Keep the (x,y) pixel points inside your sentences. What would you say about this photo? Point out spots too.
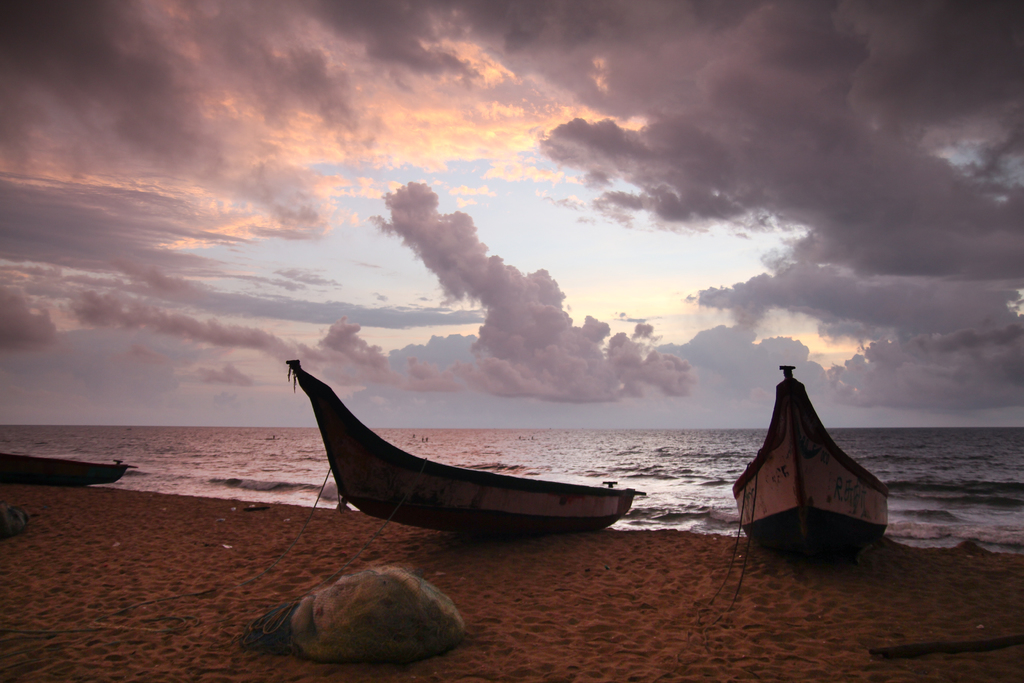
In this image there are boats (534,524) on the sand (234,564), behind the boats (510,506) there is sea (586,460), in front of the boat (514,520) there is an object (369,604), at the top of the image (615,166) there are clouds (483,329) in the sky (521,185).
